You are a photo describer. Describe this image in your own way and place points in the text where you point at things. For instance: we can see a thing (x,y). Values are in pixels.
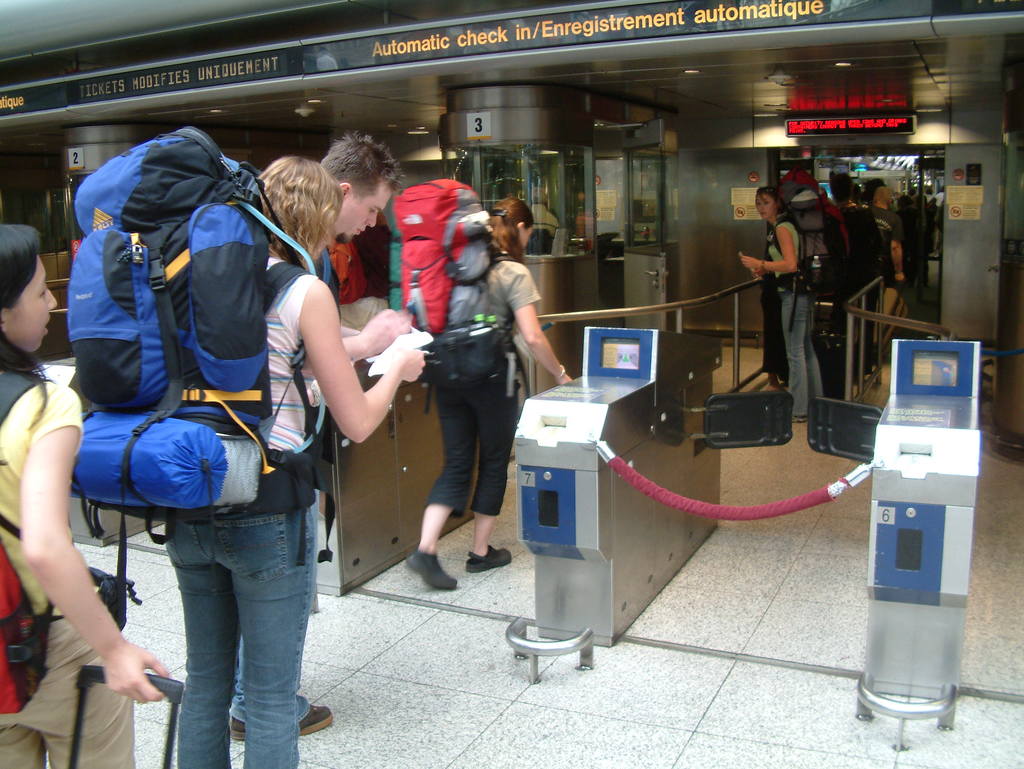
This image is clicked at check-in (740,350). There are some people (352,353) in the middle (415,418) and left side (14,471). They are holding bags (121,587) and they are wearing backpacks (442,327).
